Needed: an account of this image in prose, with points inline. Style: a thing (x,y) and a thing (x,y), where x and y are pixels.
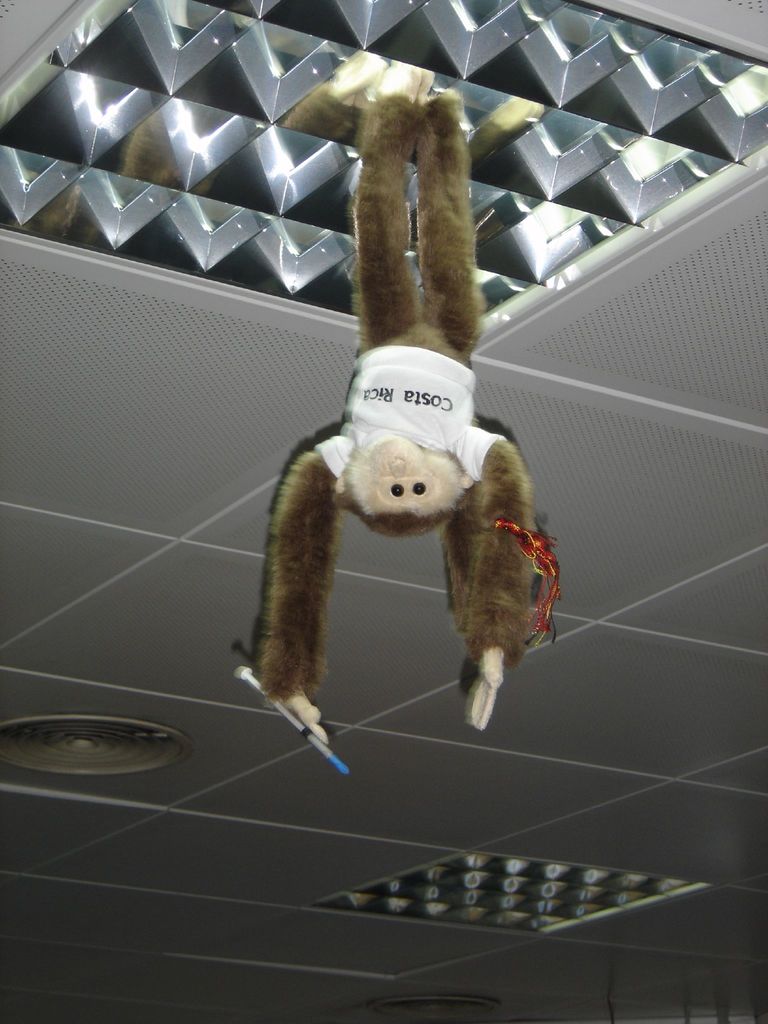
In this image at the top (377,308) there is one toy (440,385) hanging, and there is a ceiling (341,582) and some lights (182,8).
